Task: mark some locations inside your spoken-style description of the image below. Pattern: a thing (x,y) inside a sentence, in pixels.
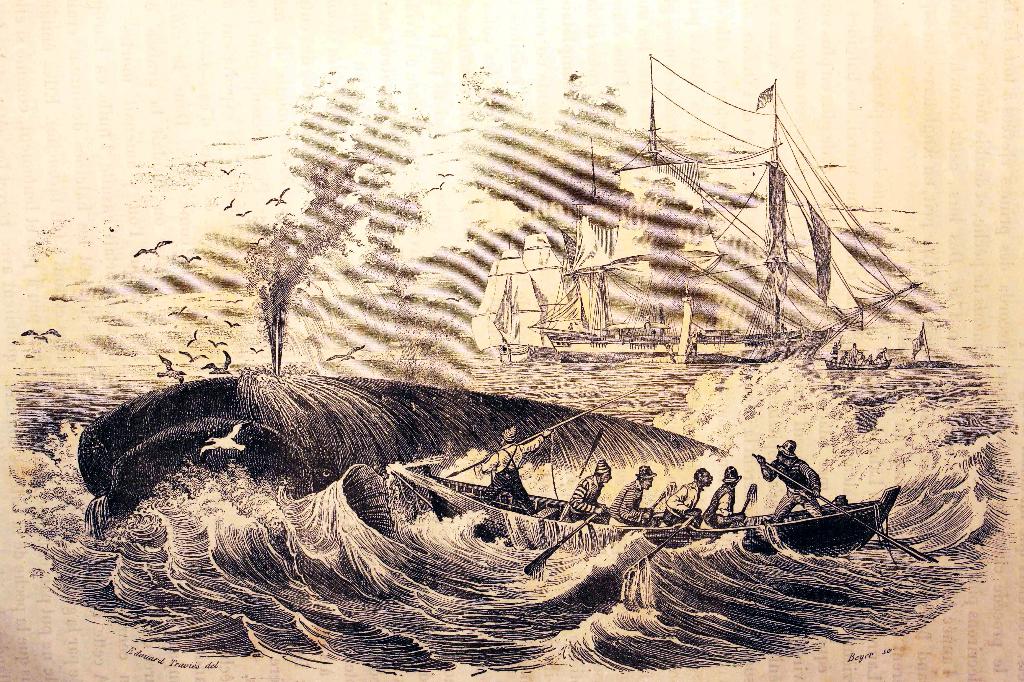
In this image, we can see some picture (533,411) on the white surface (1015,308). Here we can see few people (803,506) are sailing a boat (522,510) on the water (902,513). Background (363,329) we can see boats (924,348), ships (491,337), birds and sky (429,220). On this white surface (1020,245), we can see some text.
